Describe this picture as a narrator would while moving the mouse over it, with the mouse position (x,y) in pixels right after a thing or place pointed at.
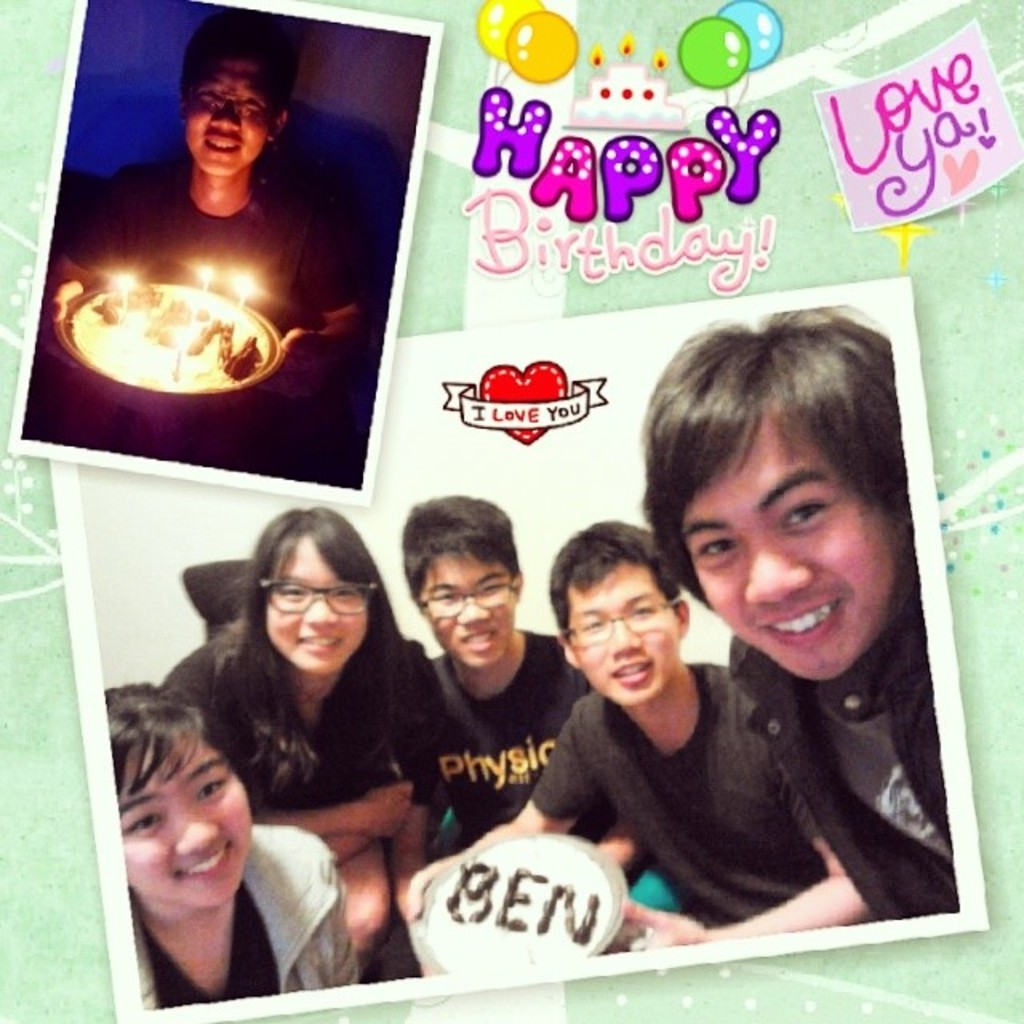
In this image we can see a collage of pictures. In one picture we can see a person (282,101) holding a plate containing candles (182,353) in it. In another image we can see group of people (723,801) and in the background (748,157), we can see some text (683,181).
